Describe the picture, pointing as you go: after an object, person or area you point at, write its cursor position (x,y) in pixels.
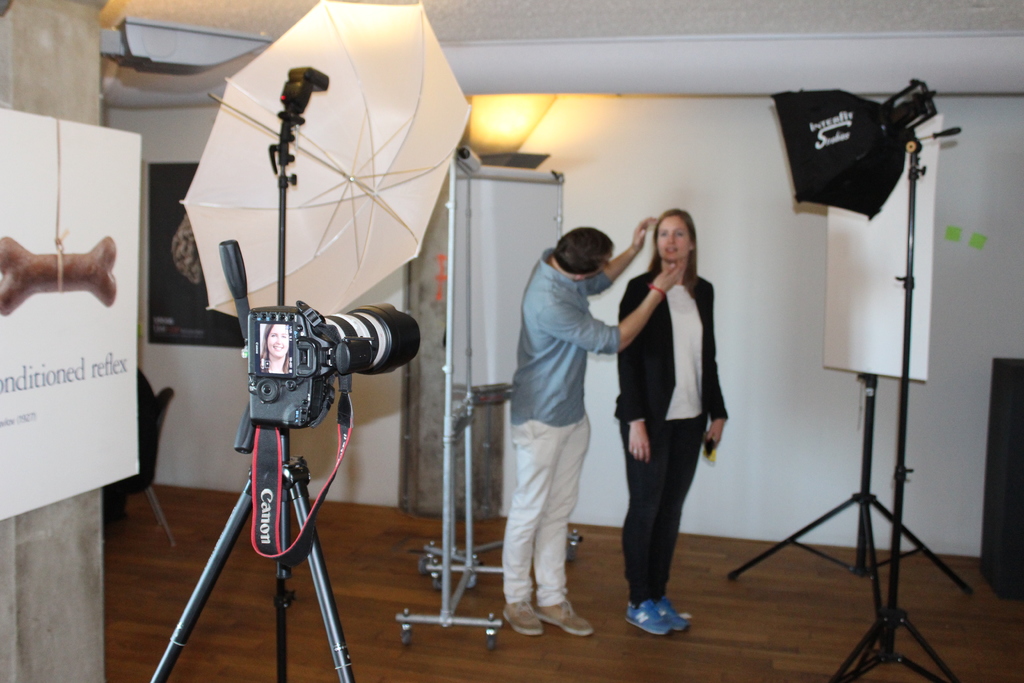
This picture is clicked inside the room (711,260). On the right (703,289) we can see the two persons (657,321) standing on the ground (717,625) and we can see the boards (844,309) attached to the metal stands (906,416) and we can see the umbrellas (411,146), cameras (277,394) and some other items (847,144). In the left corner (70,263) we can see the text (34,380) and some pictures (71,276) on the board (100,247). In the background (634,187) we can see the wall (541,129), light (511,108) and a person like thing (143,471) seems to be sitting on the chair (147,453).
